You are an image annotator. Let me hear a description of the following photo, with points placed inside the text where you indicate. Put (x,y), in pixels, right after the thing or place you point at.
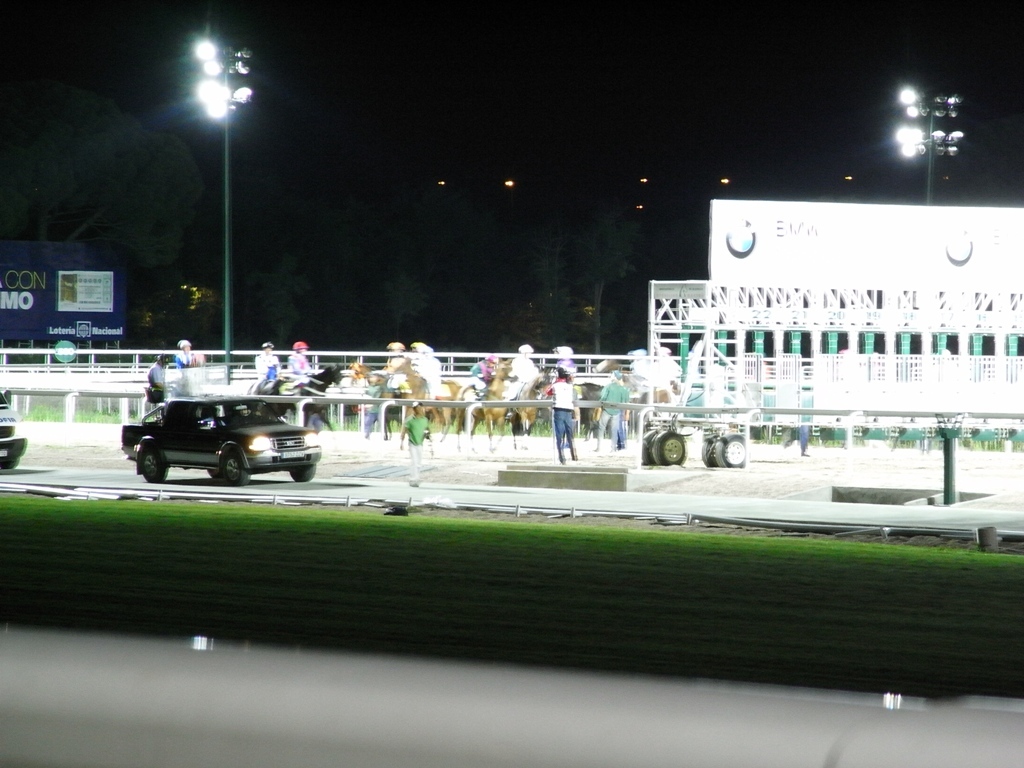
At the bottom of the image (301,683) there is a white rod (211,699). Behind the rod (233,667) there's grass (82,614) on the ground (94,559). Behind the ground (79,512) there are few vehicles (175,422). There are few people (495,379) sitting on the horse (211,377) and other few people (419,430) are standing. There are rods (408,407) and posters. And also there are poles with lights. On the left side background there is a poster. In the background (134,291) there are many trees (219,337) and also there are lights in the dark background.
